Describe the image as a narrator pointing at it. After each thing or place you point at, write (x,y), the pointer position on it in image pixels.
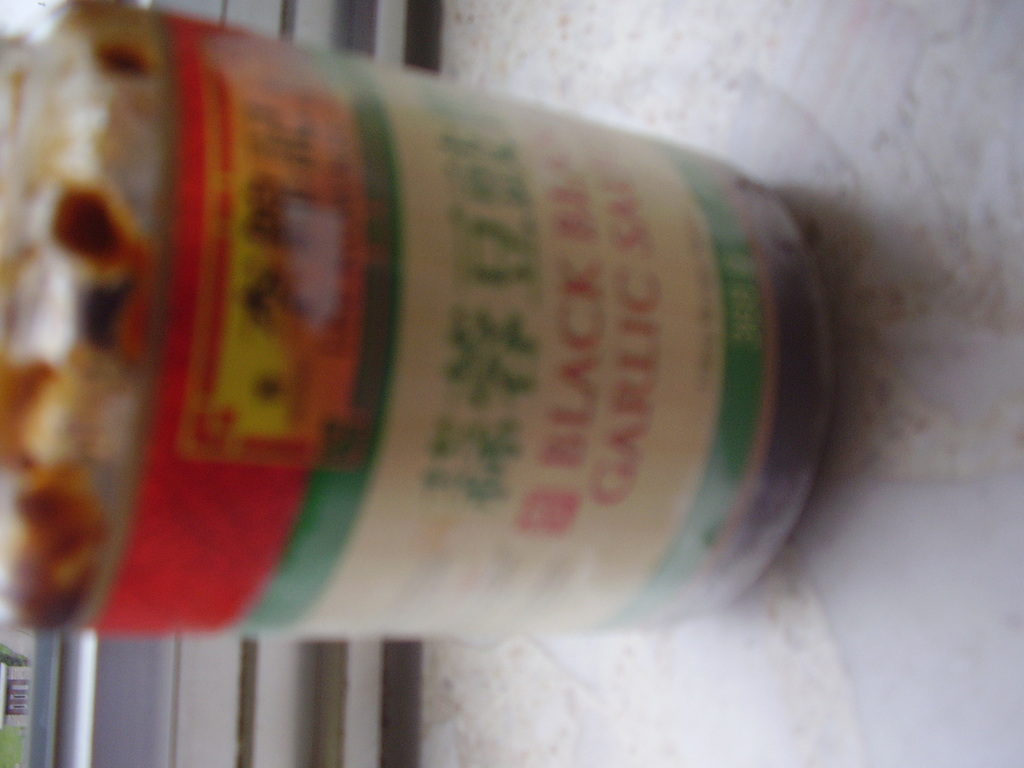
This picture is mainly highlighted with a partial part (469,502) of a jar (116,404).
